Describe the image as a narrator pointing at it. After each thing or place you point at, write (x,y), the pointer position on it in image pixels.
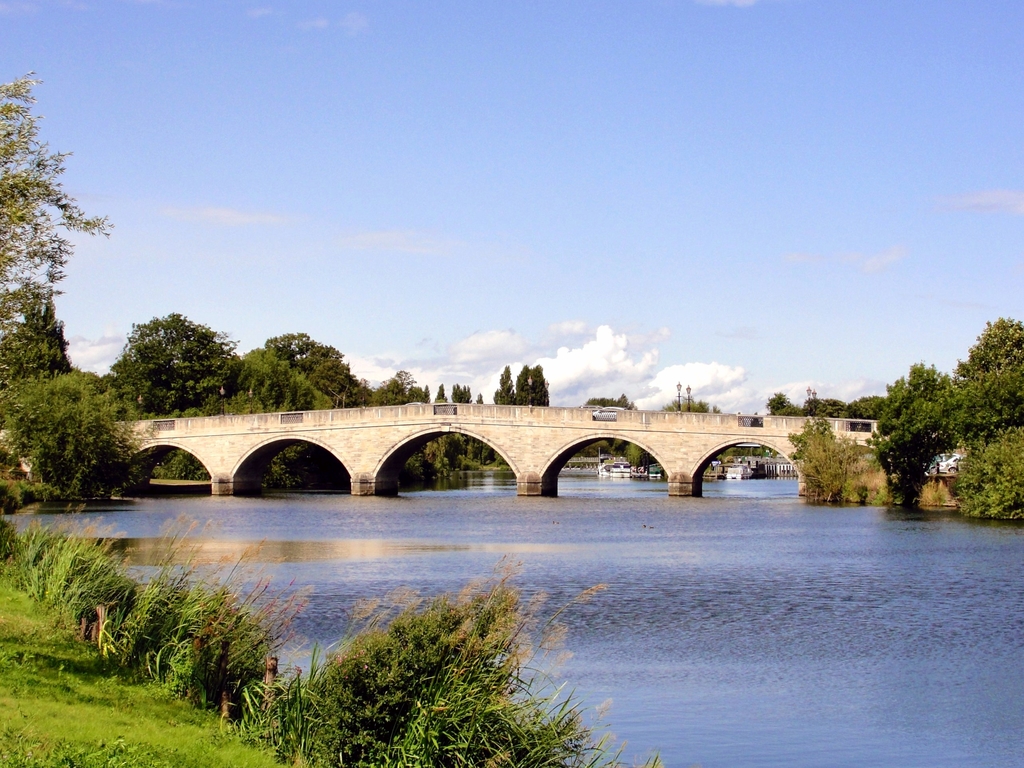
In this picture I can observe a lake (727,672). There is a bridge (203,448) over the lake (306,616). There are some trees (767,454) and plants (110,469) on either sides of the lake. In the background (333,212) there is a sky (455,206) with some clouds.
